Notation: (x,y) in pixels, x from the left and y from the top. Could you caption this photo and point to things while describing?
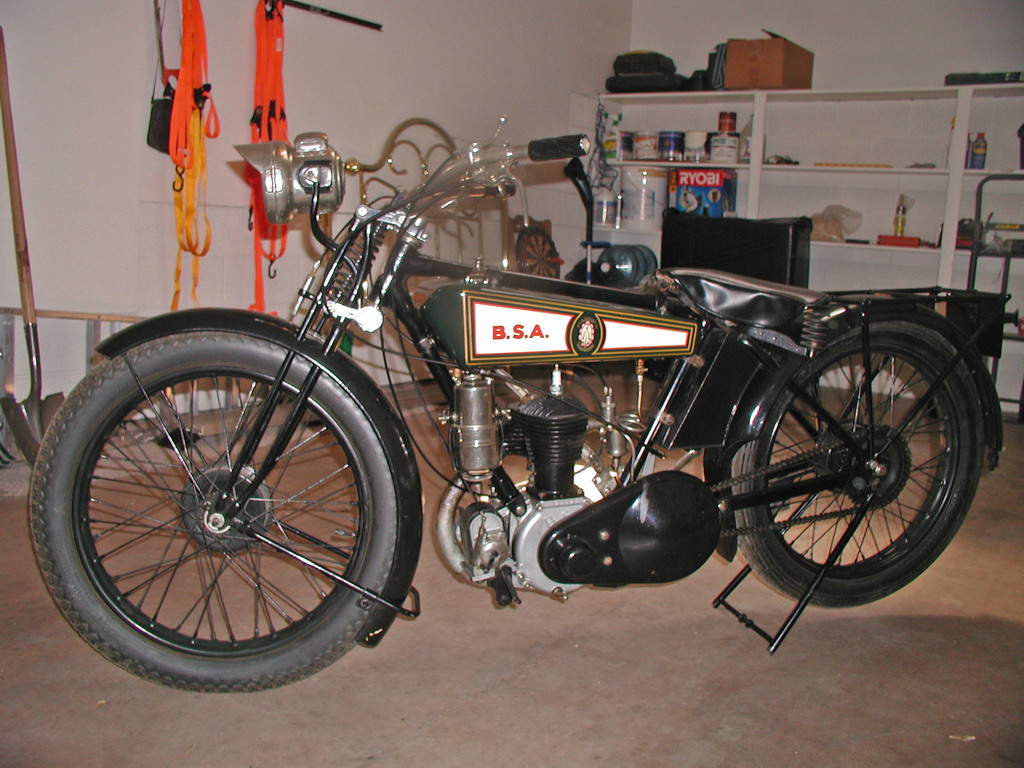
In the center of the picture (497,312) there is a motorbike (371,408). On the left (257,90) there are tools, ladder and ribbons (262,56). In the center of the background (653,202) there are bottle (628,256), bucket (636,200) and other objects (720,79). On the right (876,176) there are shelves (843,141).
